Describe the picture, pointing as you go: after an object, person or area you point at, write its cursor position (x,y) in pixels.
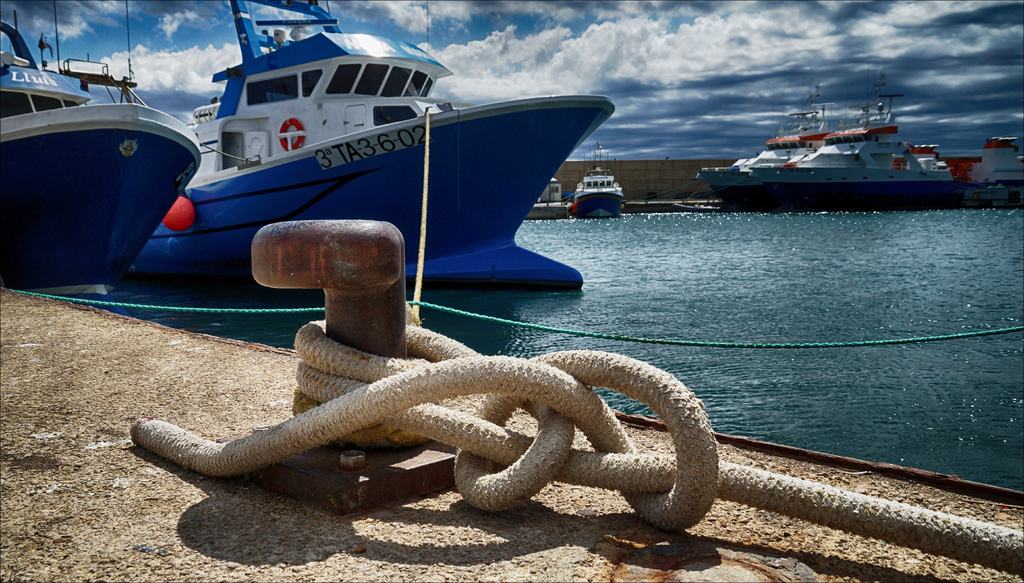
In this image we can see this rope (233,452) is tied to the iron stand (315,496), we can see many ships (370,155) floating on the water (665,354), we can see the wall (675,180) and the sky (815,28) with clouds (754,126) in the background (699,35).
